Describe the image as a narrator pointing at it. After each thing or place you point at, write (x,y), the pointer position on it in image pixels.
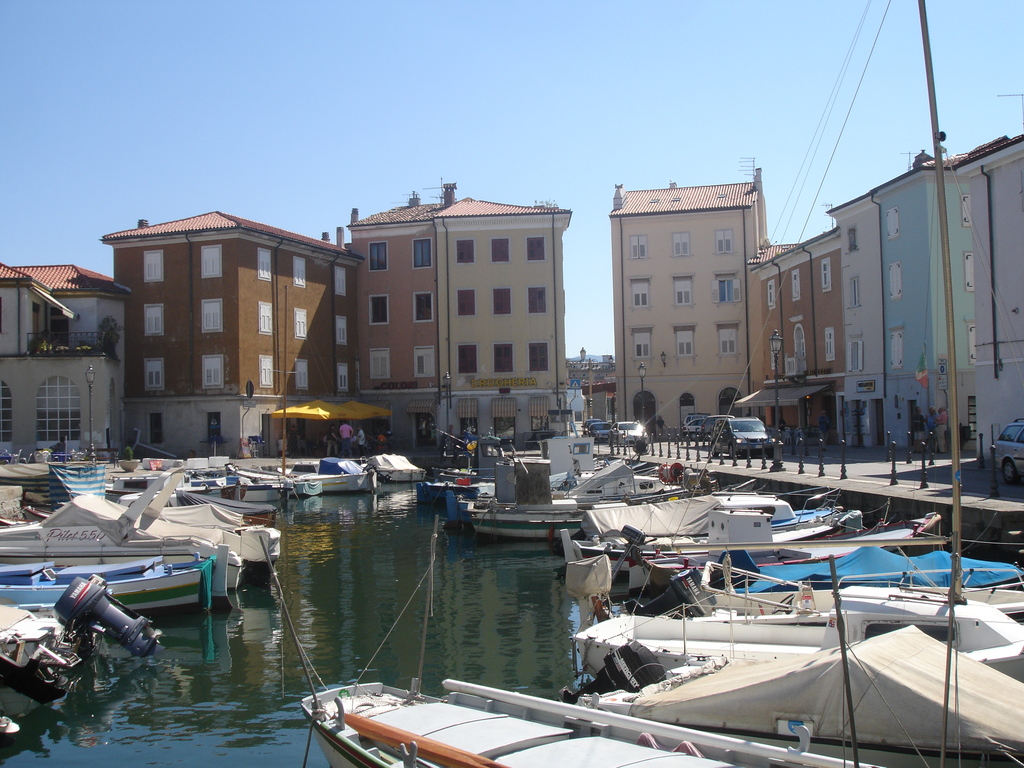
In this image at the bottom (306,520) there is a river (372,582), and in the river (84,708) there are some boats (205,559) and also we could see some poles (852,703), ropes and some other objects (806,599). And in the background (242,371) there are some buildings (737,386), vehicles (720,434), walkway (651,451), and some people (58,440), pole (844,461), street lights (775,379), rods (801,440) and at the top (288,29) there is sky (407,28).
